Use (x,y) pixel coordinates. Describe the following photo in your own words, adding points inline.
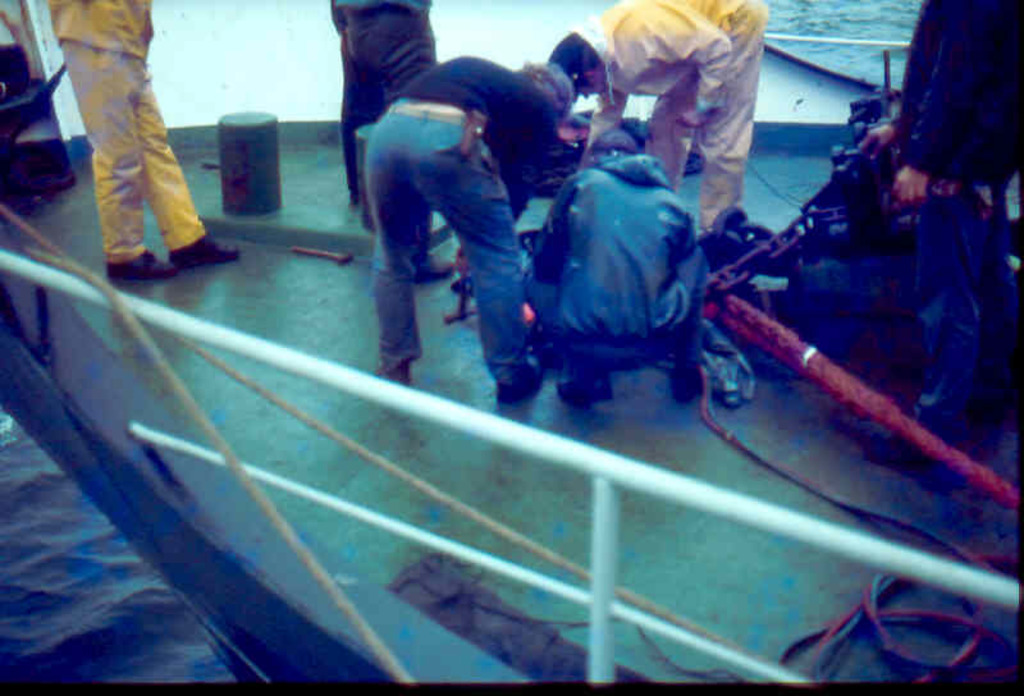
In the image there is a ship (242,393) with railings (598,659), ropes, chains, people (735,76) and some other things (861,182). At the bottom left corner of the image (49,605) there is water (59,617).
